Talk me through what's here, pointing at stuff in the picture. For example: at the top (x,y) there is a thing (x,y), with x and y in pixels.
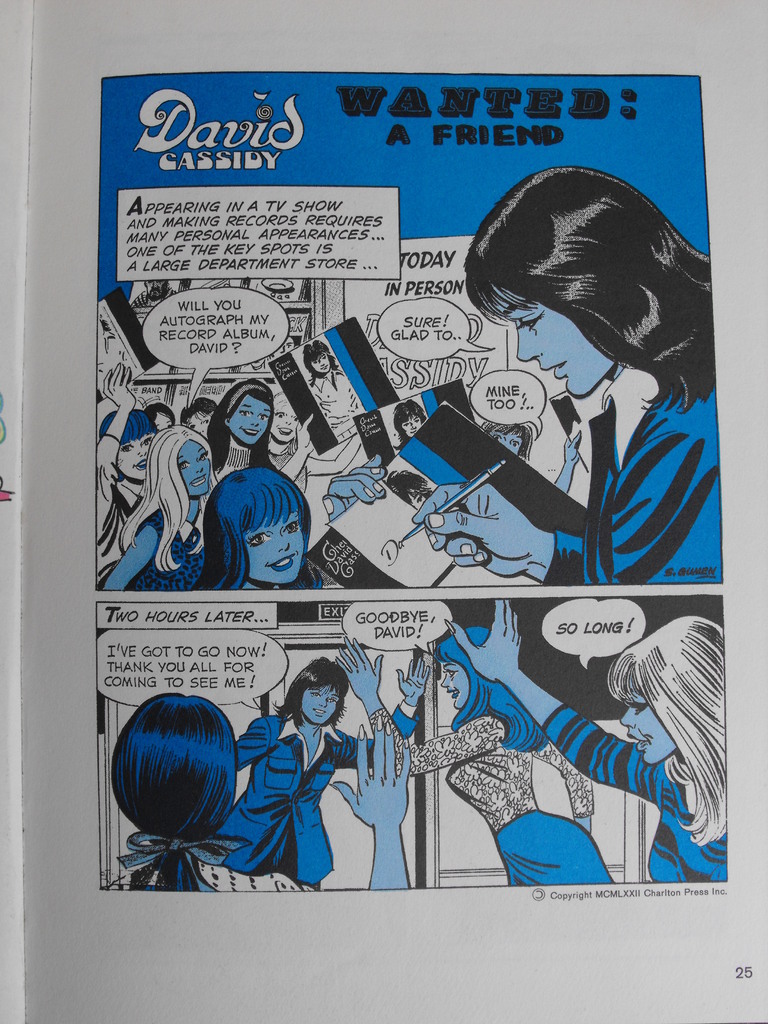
This is a paper (291,260) and here we can see images (380,392) of some people (107,392) and there is some text (359,611).
